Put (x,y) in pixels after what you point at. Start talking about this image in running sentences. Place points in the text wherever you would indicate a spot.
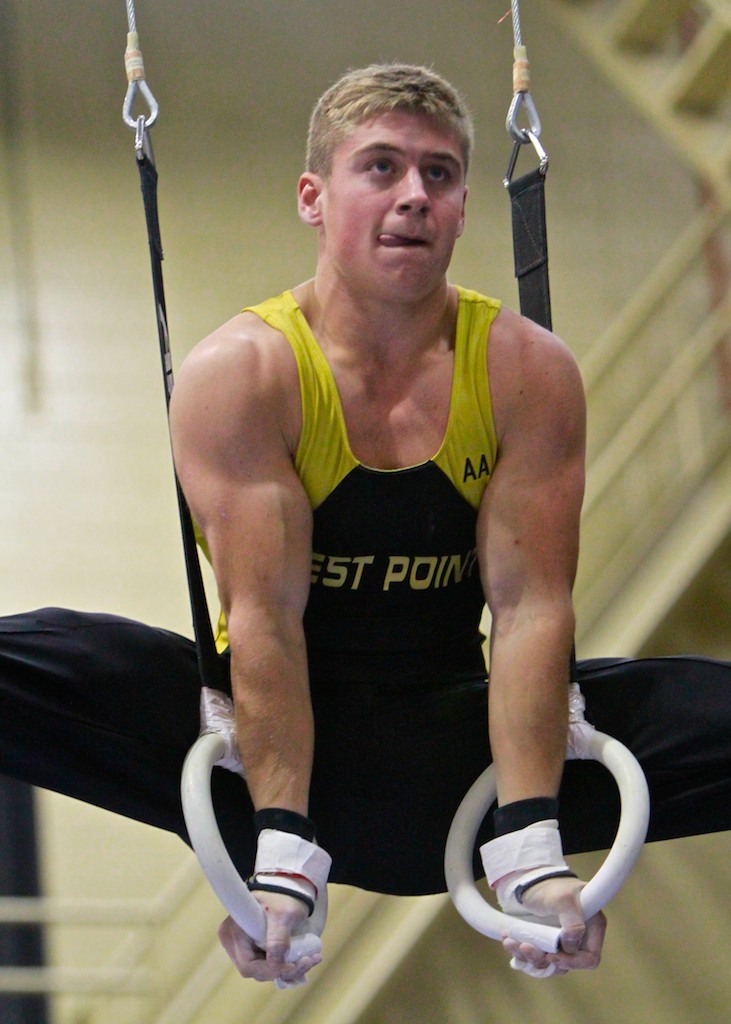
In this image, we can see a person (442,471) performing an exercise with the rings (464,886) and in the background (571,314), there is a wall (624,169).
